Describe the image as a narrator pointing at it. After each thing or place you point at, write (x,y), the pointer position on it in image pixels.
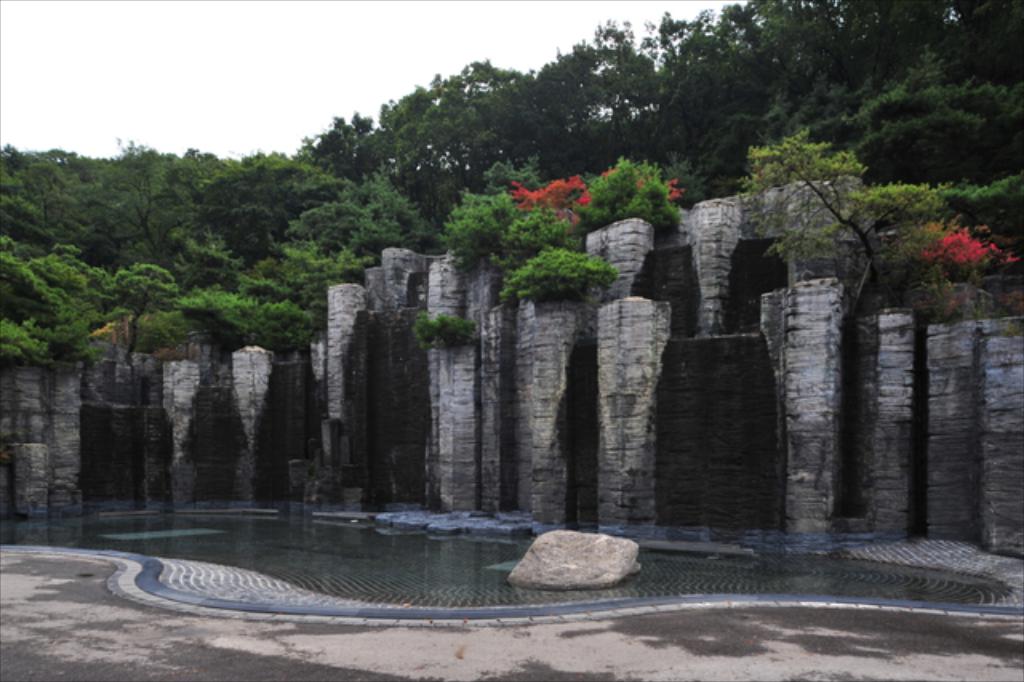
In the center of the image (577,326), we can see pillars (386,261) and there is a wall (688,341) and there are plants (575,254) and trees (629,141). At the bottom (502,554), there is a rock (555,551) on the water (169,552) and there is a road (247,641).
